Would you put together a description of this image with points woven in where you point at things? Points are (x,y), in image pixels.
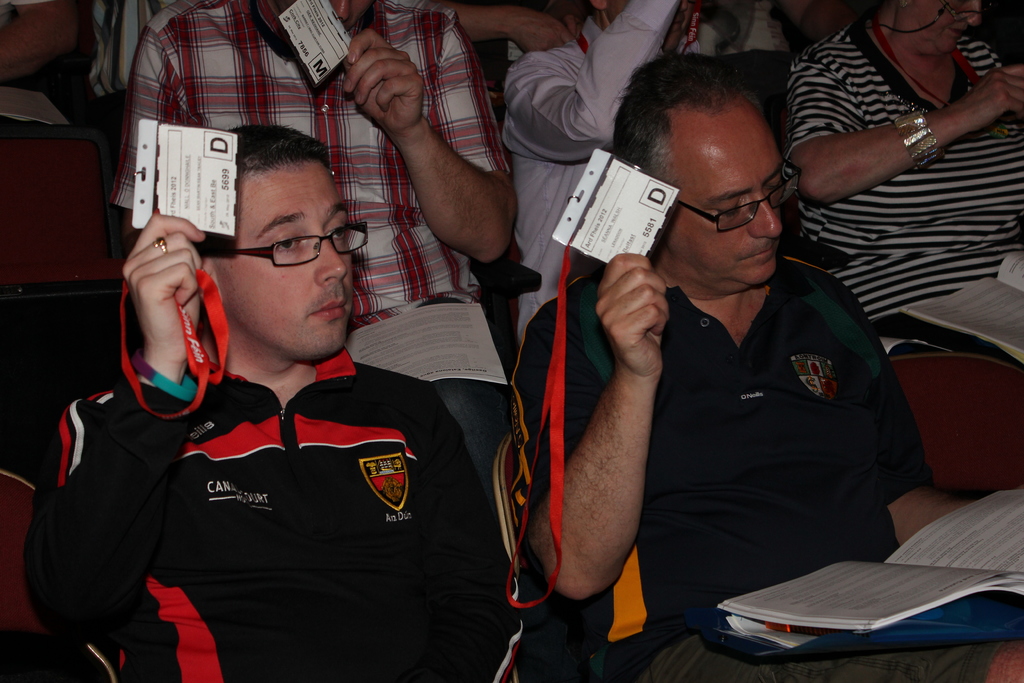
In this image I can see people (393,402) are sitting on chairs (24,627) among them some are holding ID cards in their hands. Here I can see a book (871,629) on a man (833,654).
